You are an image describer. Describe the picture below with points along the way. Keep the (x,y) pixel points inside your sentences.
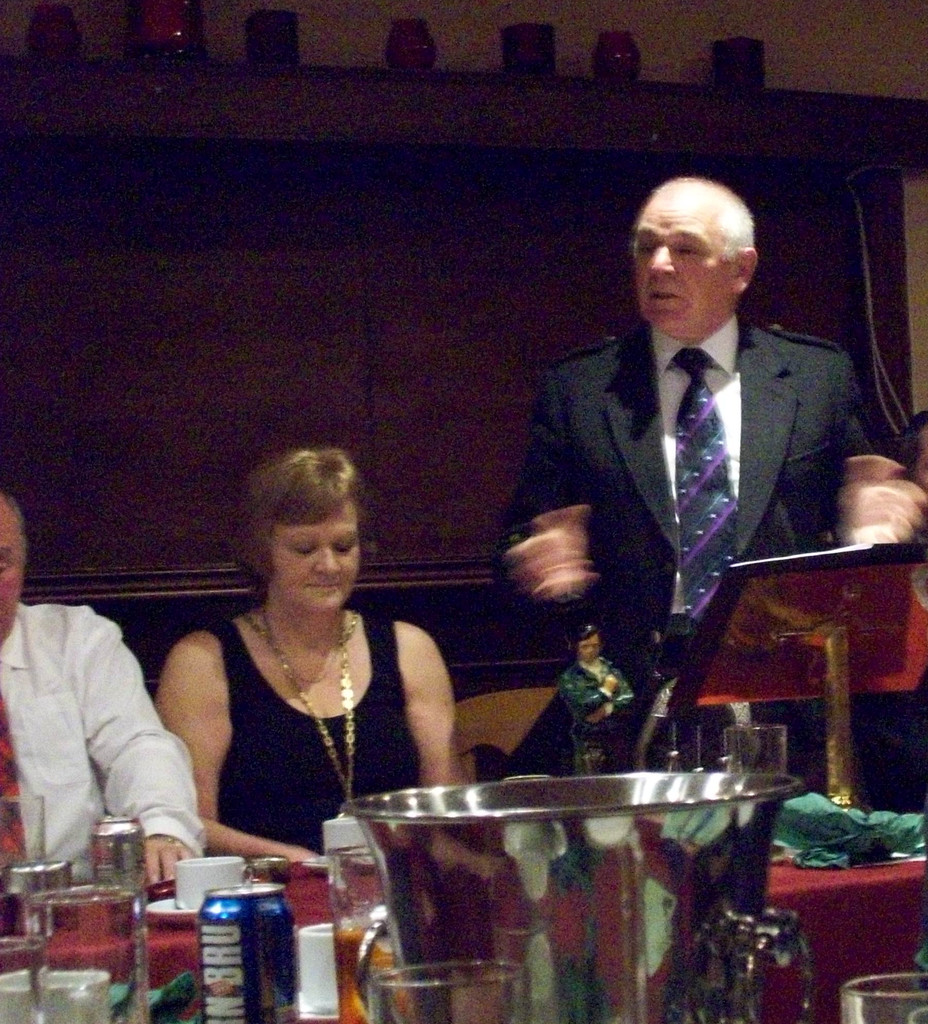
In this image there is a table (887,944) at the bottom (885,932). On the table (834,950) there are glasses (347,966), cups (318,954), buckets (633,905), soft drink tins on it. In front of the table (877,919) there are two persons (232,753) sitting in the chairs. On the right side (711,518) there is a person (703,485) standing by wearing the suit (662,467) and tie (690,438). In front of him there is a table (809,635).
